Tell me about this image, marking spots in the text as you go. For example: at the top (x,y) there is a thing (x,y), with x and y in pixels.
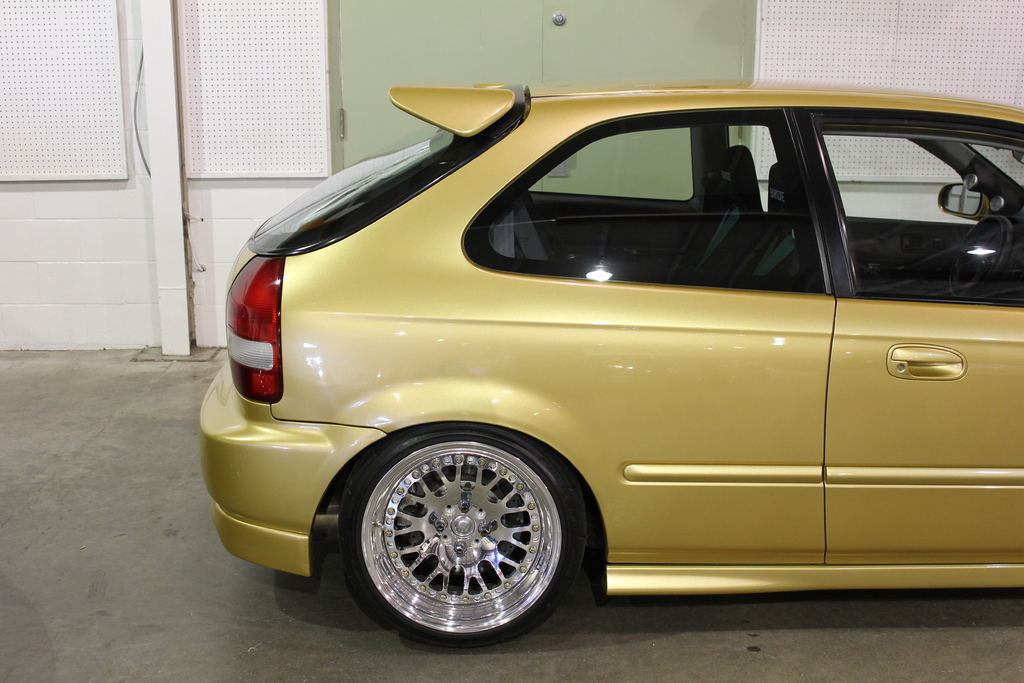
In this picture, there is a car (813,300) towards the right (876,397). It is in yellow in color. Behind it, there is a door (712,71) to a wall (87,208).
